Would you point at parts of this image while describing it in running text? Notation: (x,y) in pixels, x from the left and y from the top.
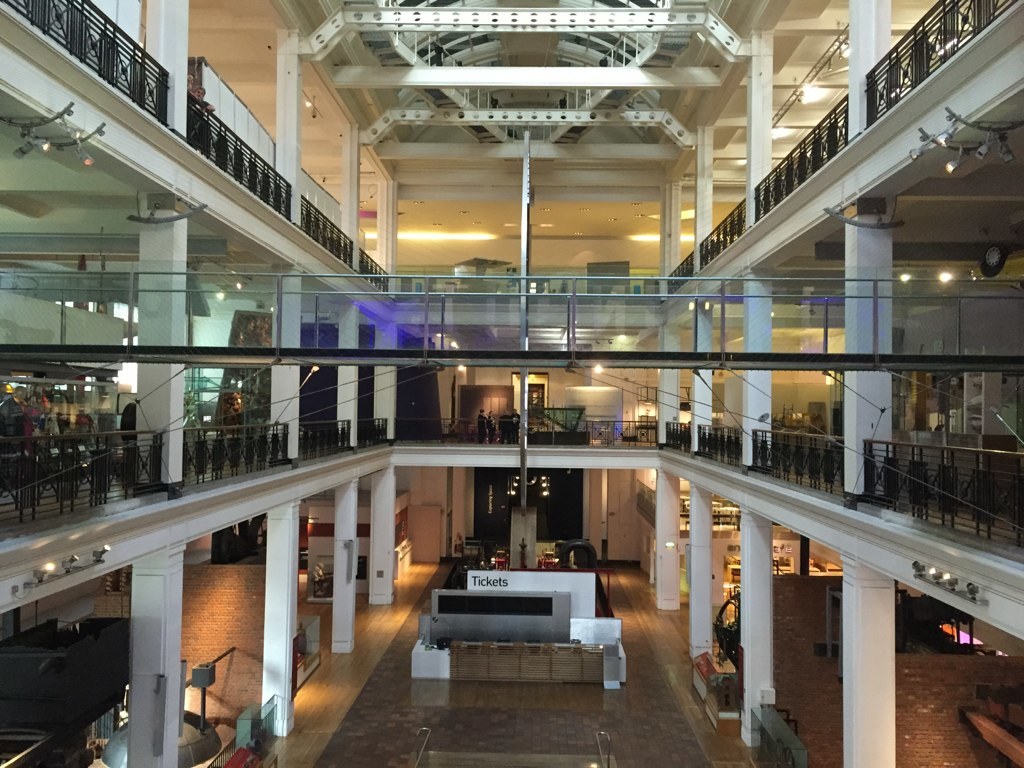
In this picture we can see an inside view of a building (551,717), here we can see a wall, pillars (883,31), lights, people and some objects (714,677).
